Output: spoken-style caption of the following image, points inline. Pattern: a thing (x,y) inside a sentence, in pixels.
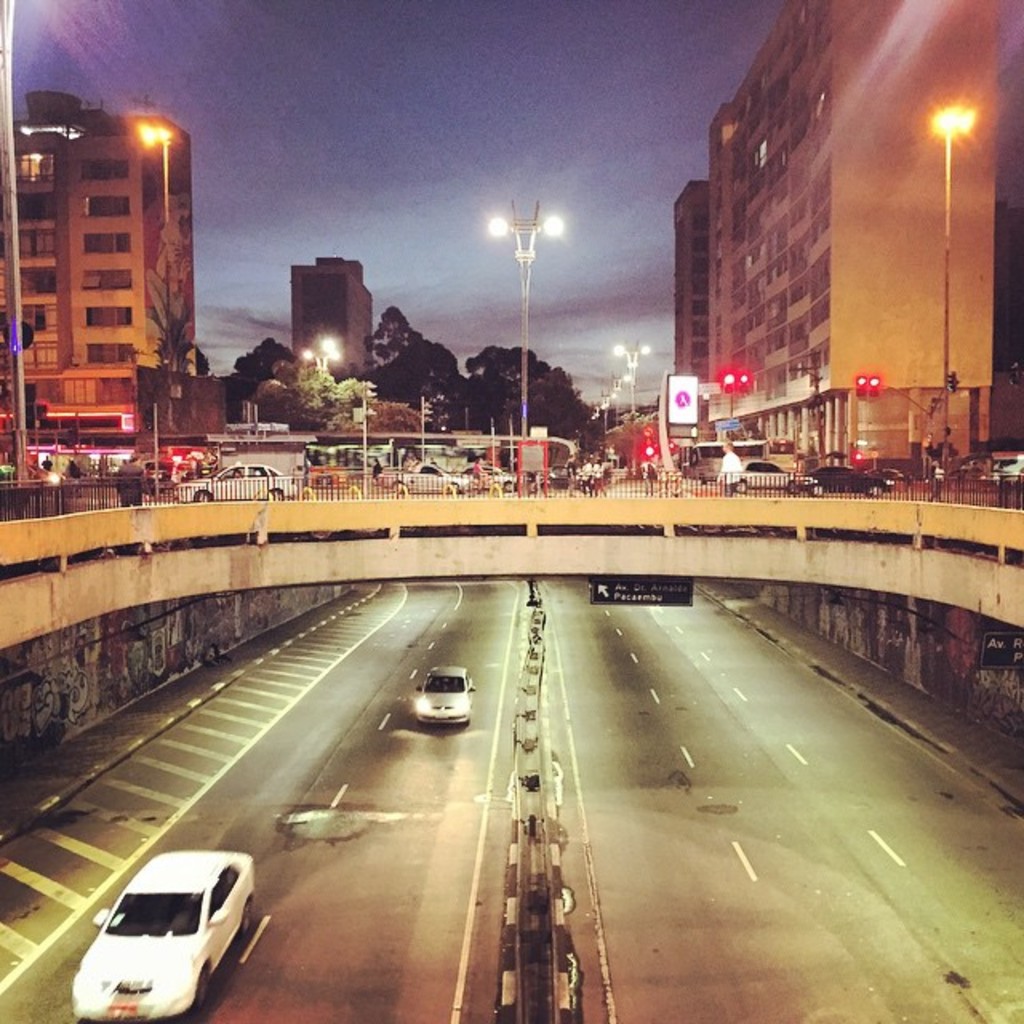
In this image I can see a bridge (496,535) and vehicles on roads (696,955). In the background (338,386) I can see trees (497,398), buildings (836,309), street lights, fence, and traffic lights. I can also see the sky (332,119).
